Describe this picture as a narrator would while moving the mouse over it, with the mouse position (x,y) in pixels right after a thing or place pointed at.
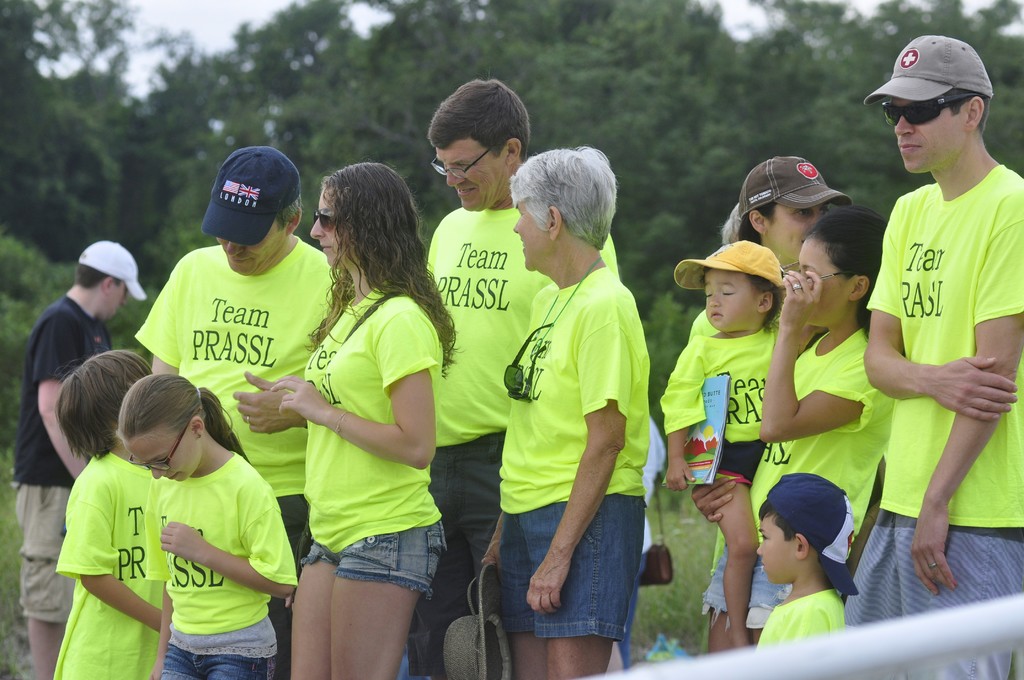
In this image there are some people (531,395) who are standing, and in the background (334,110) there are some trees (671,119) at the bottom (799,650) there is one rod (826,645).
